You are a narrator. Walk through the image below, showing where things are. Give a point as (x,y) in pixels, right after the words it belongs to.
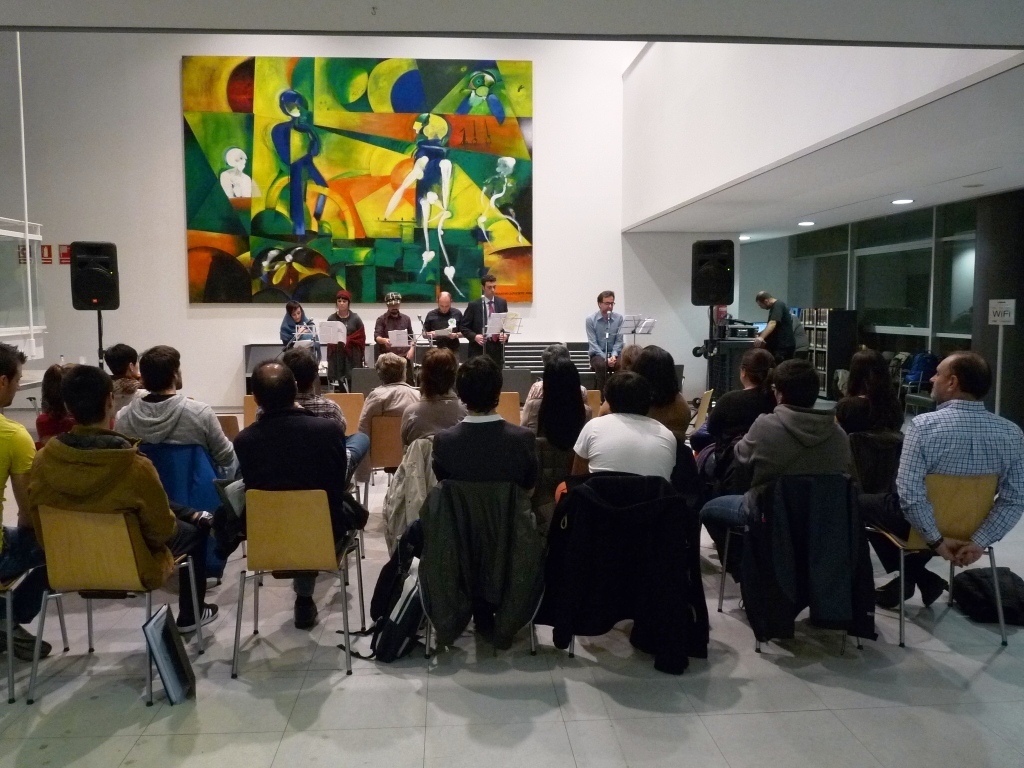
There are people (967,556) sitting on the chairs (247,518), a book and a bag (972,574) on the floor (549,627) in the foreground area of the image (467,555), there are speakers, posters (470,192), lamps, other objects (809,312), windows (874,293), people (487,309) holding a paper (501,322) in front of the mic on the stage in the background (449,301).
